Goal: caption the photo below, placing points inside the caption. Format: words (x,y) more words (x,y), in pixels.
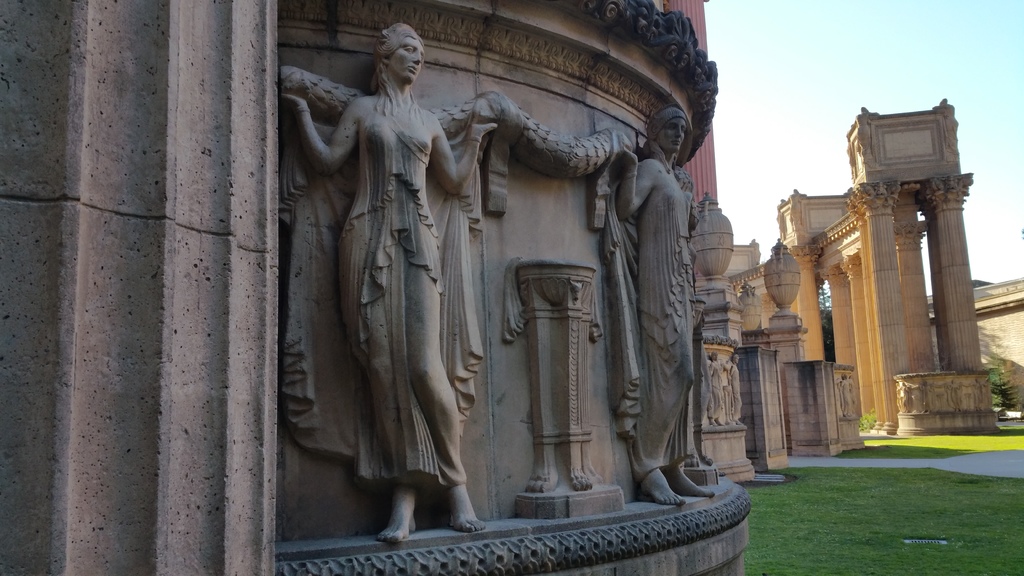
There is a wall (475,13) with sculptures (414,230). On the ground (811,496) there is grass (892,511). In the back (852,327) there are pillars (859,215). In the background (846,41) there is sky (923,48).
